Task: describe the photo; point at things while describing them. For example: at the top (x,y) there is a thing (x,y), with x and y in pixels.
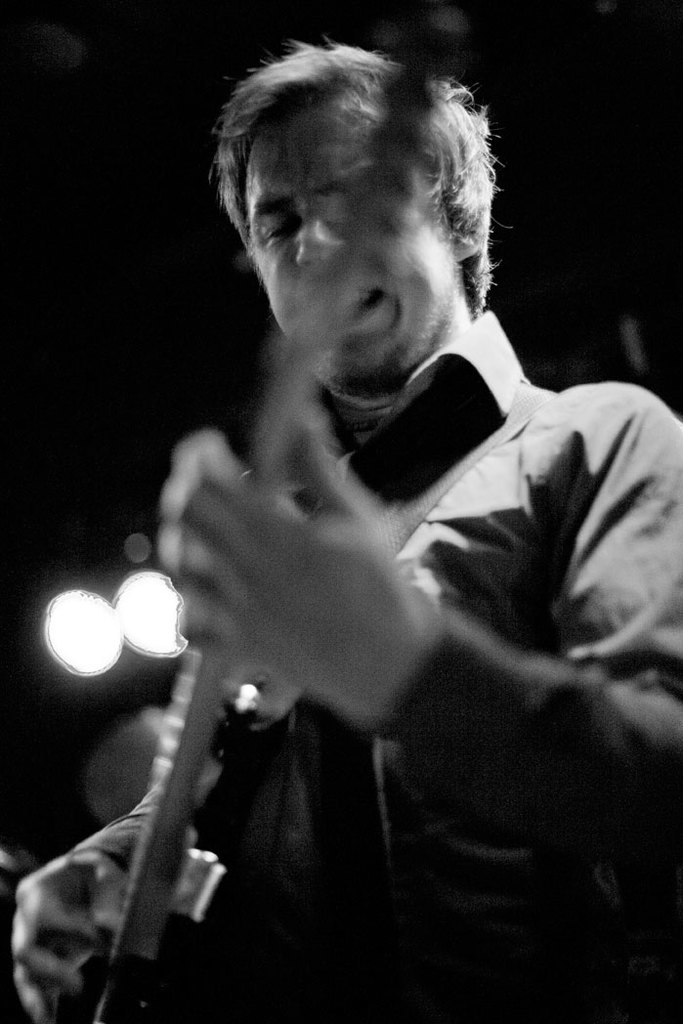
Here we can see a person (263,216) playing a guitar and singing and behind him we can see lights (112,631).
